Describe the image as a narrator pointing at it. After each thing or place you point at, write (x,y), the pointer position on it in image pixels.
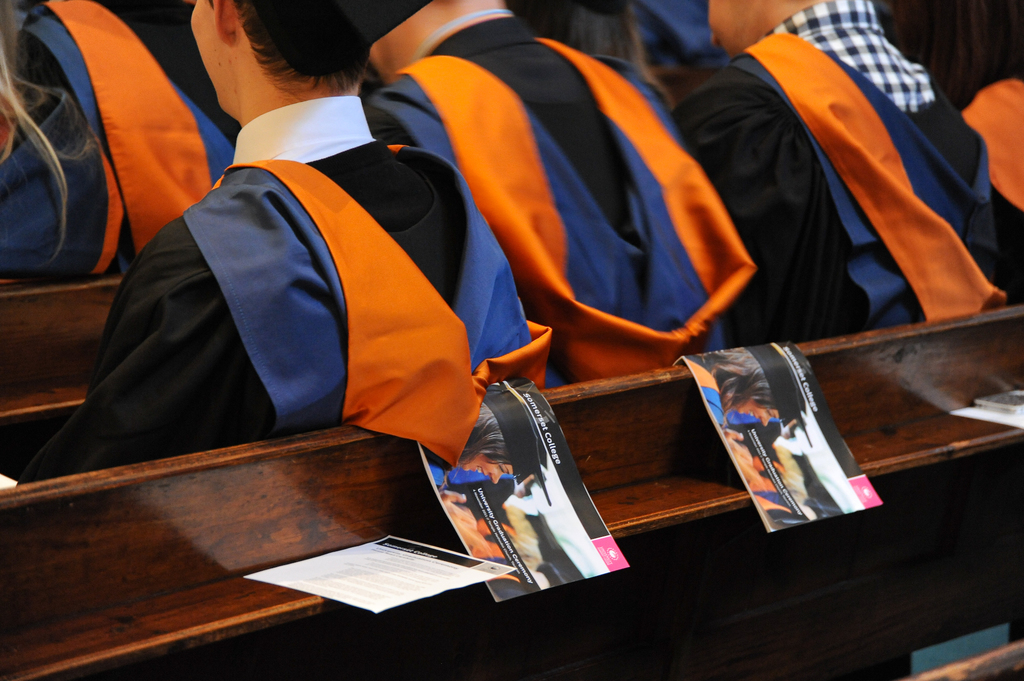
In the foreground of this image (454,558), there are papers (390,580), booklets (747,441) on the wooden surface (261,488) and also persons (559,73) sitting.
